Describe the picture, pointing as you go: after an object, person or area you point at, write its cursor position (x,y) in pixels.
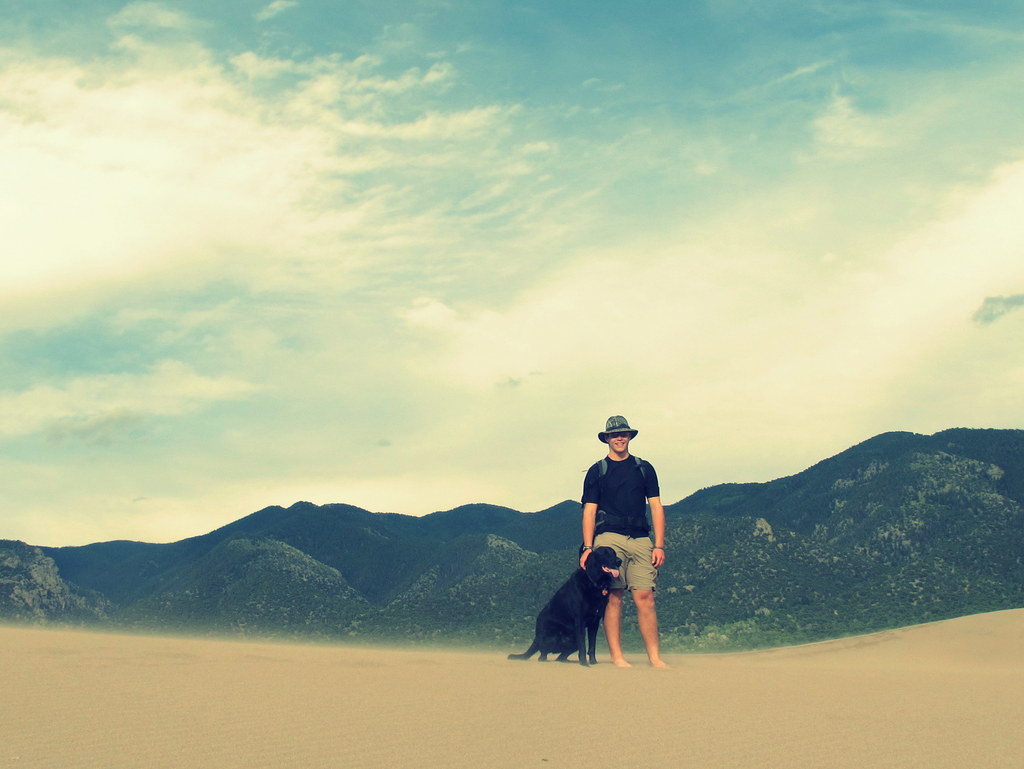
In this image we can see a man (642,512) standing on the ground (636,711). We can also see a dog (565,655) beside him. On the backside (689,537) we can see a group of trees (684,593), the hills (689,560) and the sky (408,462) which looks cloudy.
